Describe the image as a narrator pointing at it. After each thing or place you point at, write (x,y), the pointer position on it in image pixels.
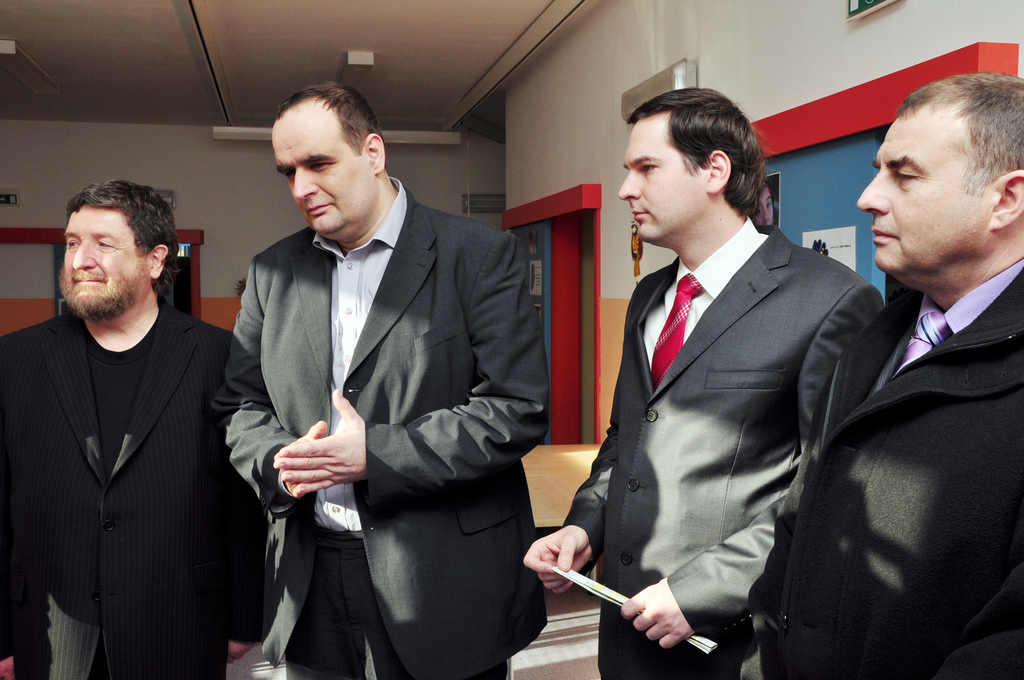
In this picture I can see four persons (317,122) standing, there are posters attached to the walls (783,55), there are boards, lights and some other objects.
